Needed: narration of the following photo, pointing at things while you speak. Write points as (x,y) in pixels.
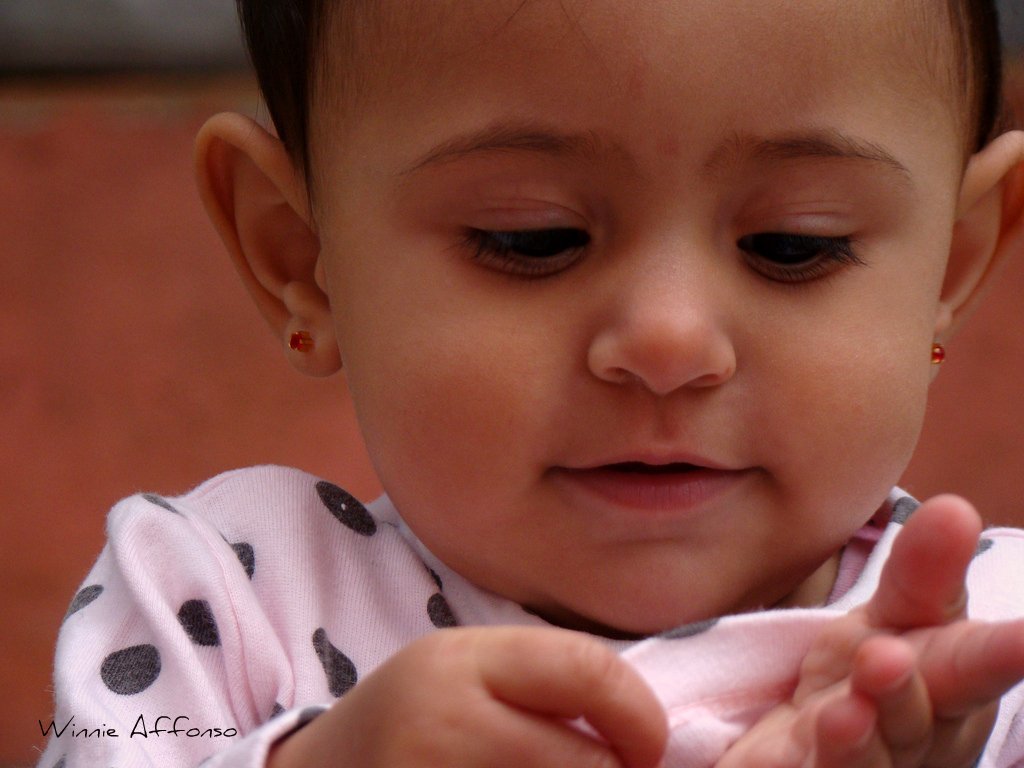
In this picture we can see a kid (456,571) and there is a blur background (251,426).
